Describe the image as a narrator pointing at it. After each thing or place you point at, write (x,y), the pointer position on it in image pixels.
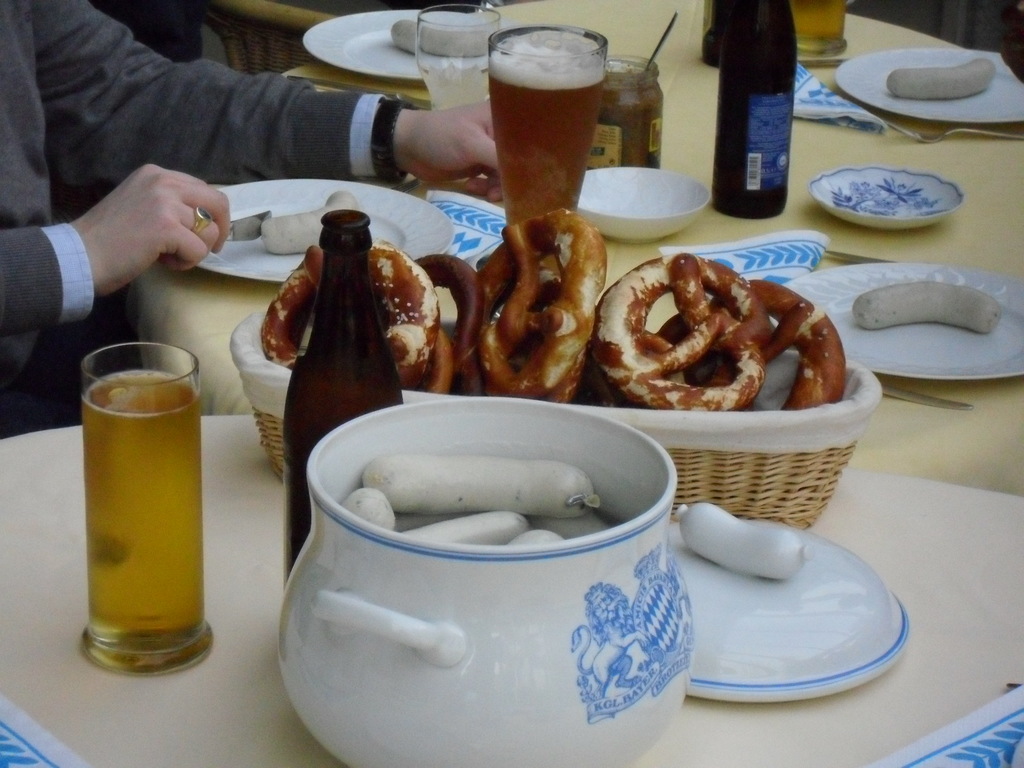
In this image there are glasses (823,46), bottles (785,99) and there are food items (762,359) in a plate (844,313) and a basket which was placed on the table (848,482). In front of the table (930,463) there is a person (194,143) sitting on the chair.
